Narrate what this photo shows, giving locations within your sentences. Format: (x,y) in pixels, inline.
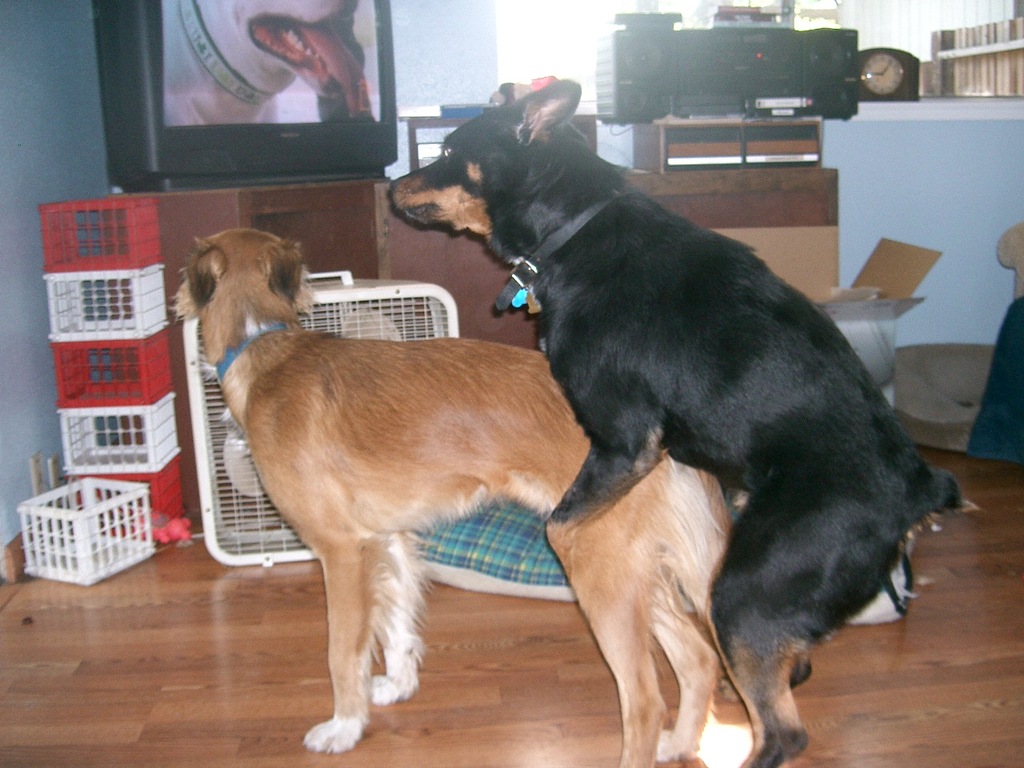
In the center of the image (375,355) we can see the dogs (509,362). In the background of the image (280,27) we can see the containers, rack (347,247), screen (252,122), machine (645,38), clock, boxes (776,234), pillow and books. At the bottom of the image (257,692) we can see the floor (434,604).
